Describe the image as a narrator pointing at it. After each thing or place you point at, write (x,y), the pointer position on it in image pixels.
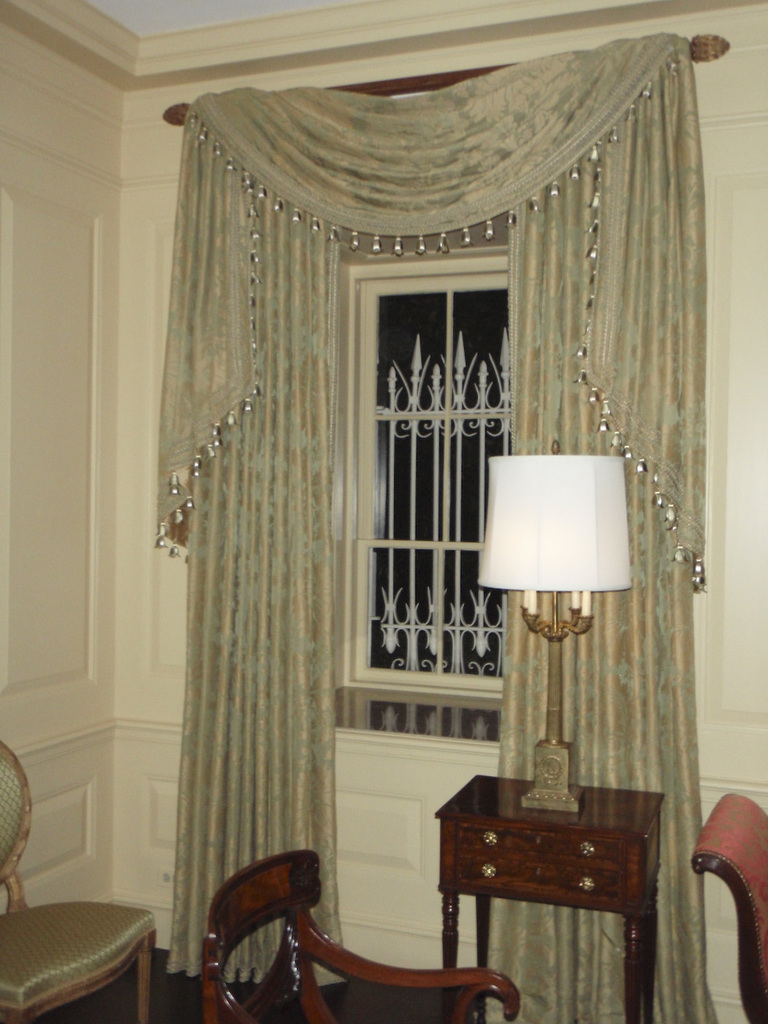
In this picture we can see a lamp (539,760) on a table (569,820), chairs (283,975), wall (67,451) and in the background (363,253) we can see a window (422,435) with curtains (447,94).
